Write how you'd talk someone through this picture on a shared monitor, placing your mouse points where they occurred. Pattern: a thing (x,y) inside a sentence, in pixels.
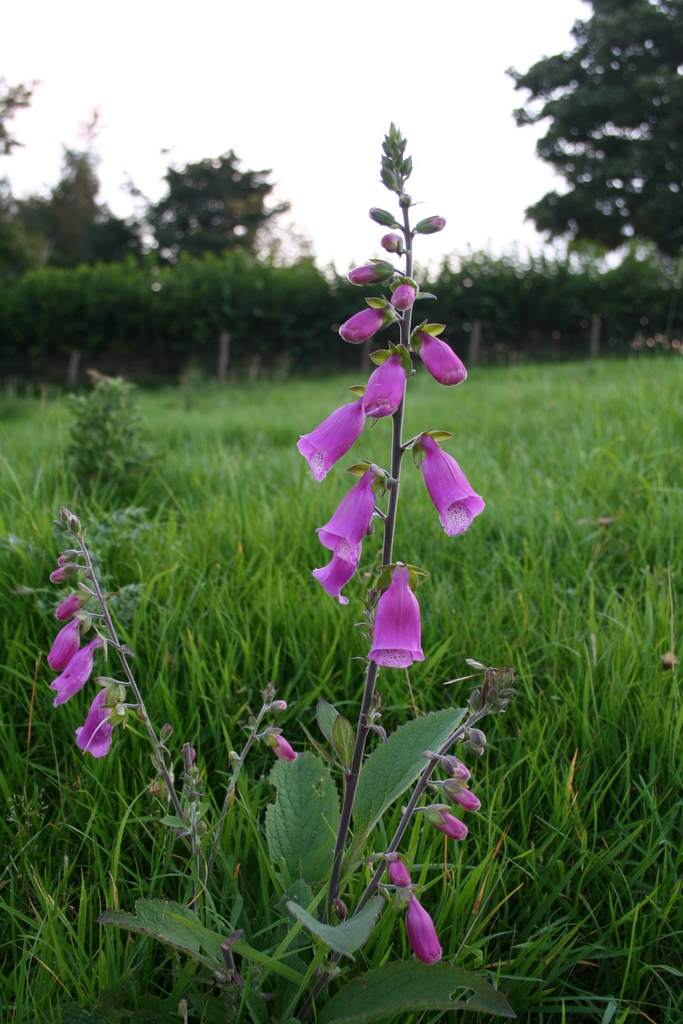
In this picture I can see trees (355,304) and a plant (405,338) with flowers (308,461) and I can see grass (306,582) on the ground (247,520) and a cloudy sky (247,132).
